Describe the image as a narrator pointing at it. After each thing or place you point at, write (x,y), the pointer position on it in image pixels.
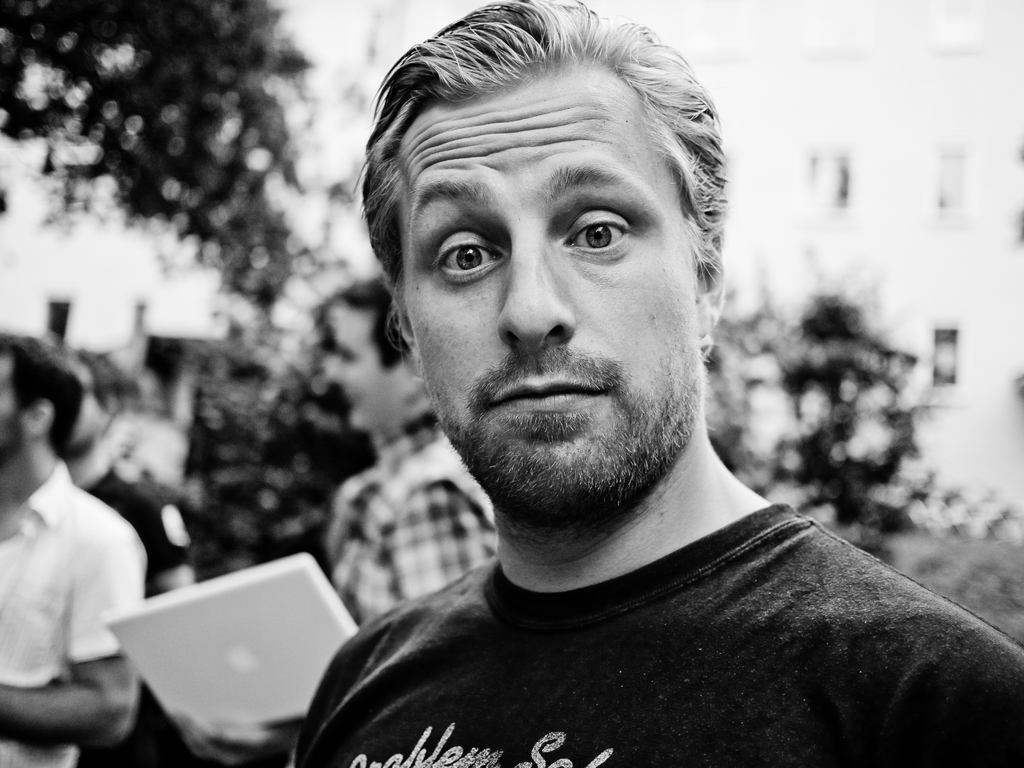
This is a black and white image, in this image, in the middle (609,448), we can see a man (597,521). On the left side (256,584), we can also see another person (417,500) holding a laptop (246,595). On the left side (145,450), we can also see two men (105,577). In the background (989,375), we can see some trees (188,209), building (984,337), glass window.
